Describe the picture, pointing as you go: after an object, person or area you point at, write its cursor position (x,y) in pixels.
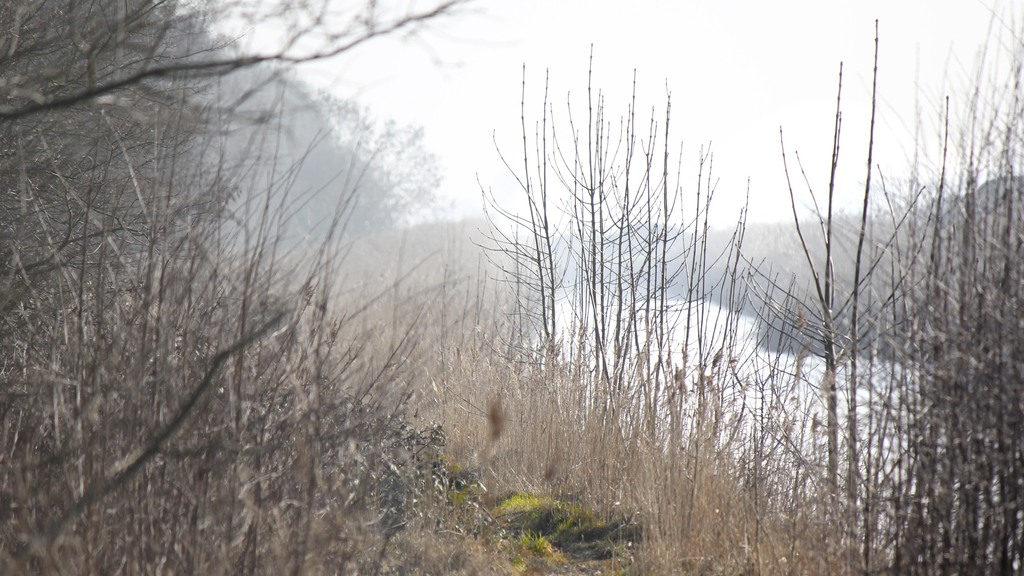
In this image, we can see some dry plants (264,474). There is a river (759,365) on the right side of the image (846,386). There is a sky (507,40) at the top of the image (520,39).
